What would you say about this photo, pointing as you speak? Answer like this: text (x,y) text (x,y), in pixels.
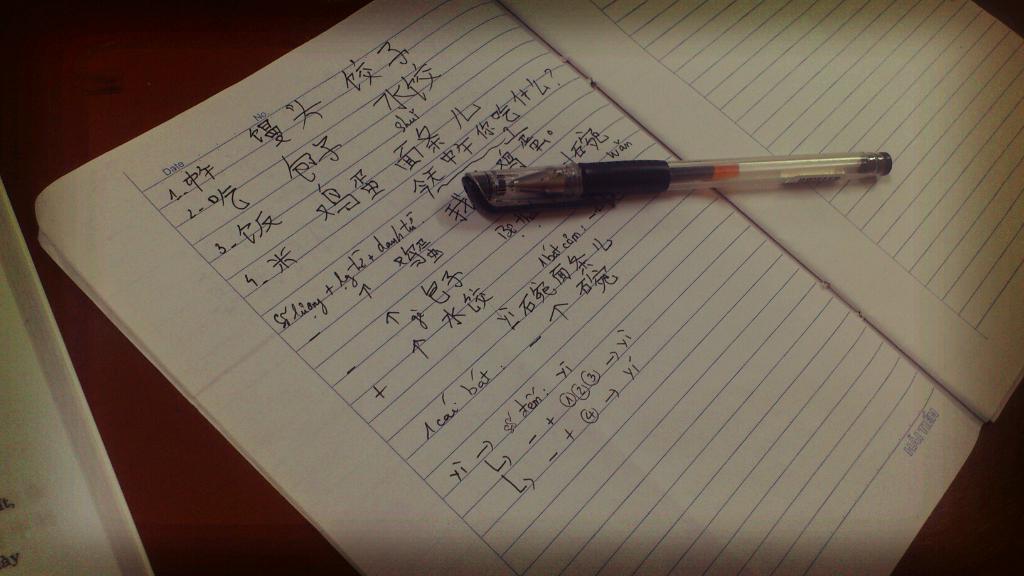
In this image I can see a pen (541,188) and the book (537,404). To the side I can see an another book (38,379). These are on the brown color surface (163,450).
